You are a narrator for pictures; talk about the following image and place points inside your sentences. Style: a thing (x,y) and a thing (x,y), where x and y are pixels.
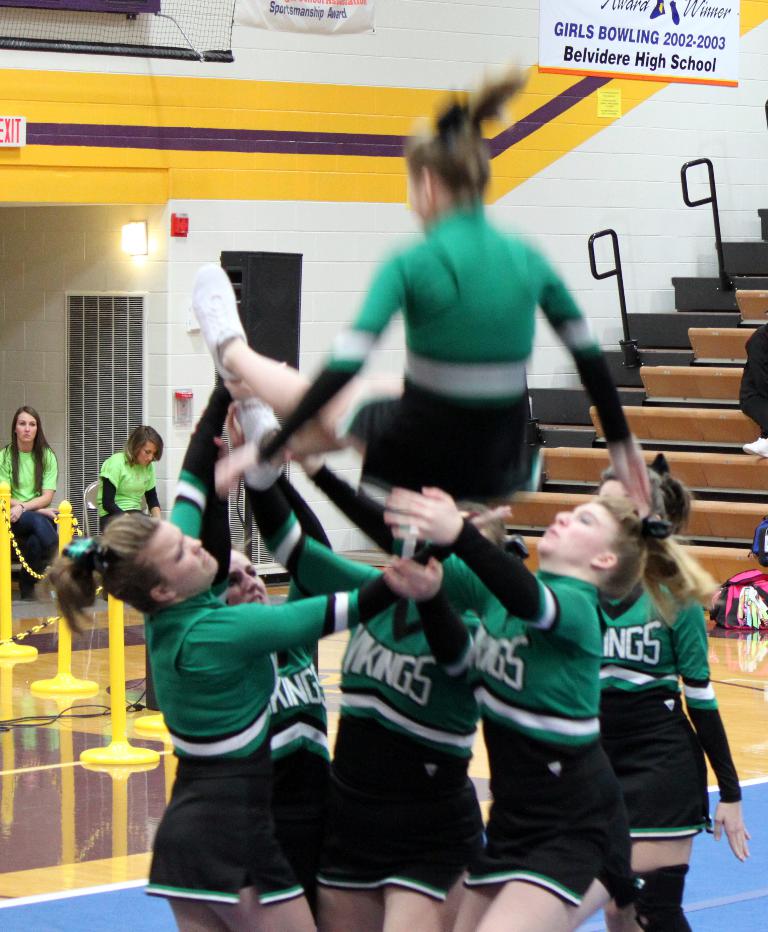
In this image, there are a few people (176,891). We can see the ground (766,680) and some stairs (657,386). We can also see the wall (310,184) with some objects (232,265). We can see some yellow colored poles (61,527) with chains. There are a few posters (328,24) with text (335,13). We can see a board (7,116) and some objects (765,620) on the right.
